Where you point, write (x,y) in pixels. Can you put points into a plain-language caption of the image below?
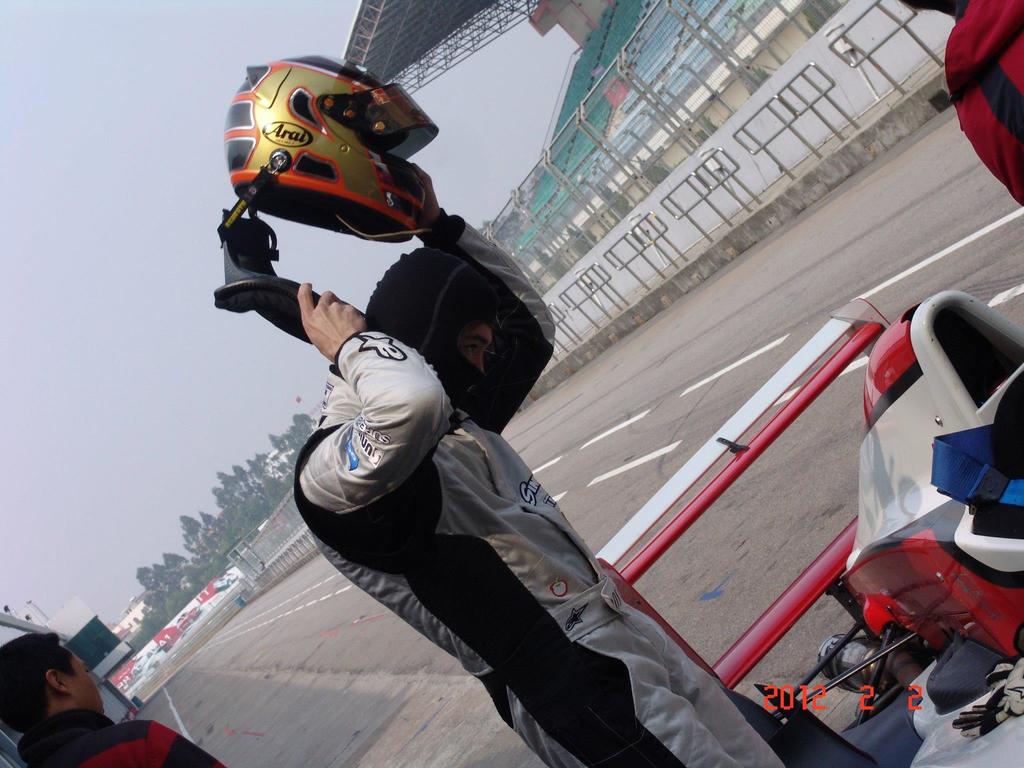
This picture is clicked outside. In the center (496,372) we can see a person (402,336) holding a helmet (318,157) and standing. On the right corner (985,432) we can see a vehicle (887,588). On the left (72,692) we can see another person (98,693). In the background (139,397) we can see the sky (181,389), trees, metal rods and the buildings (466,45) and some other objects (719,259).
